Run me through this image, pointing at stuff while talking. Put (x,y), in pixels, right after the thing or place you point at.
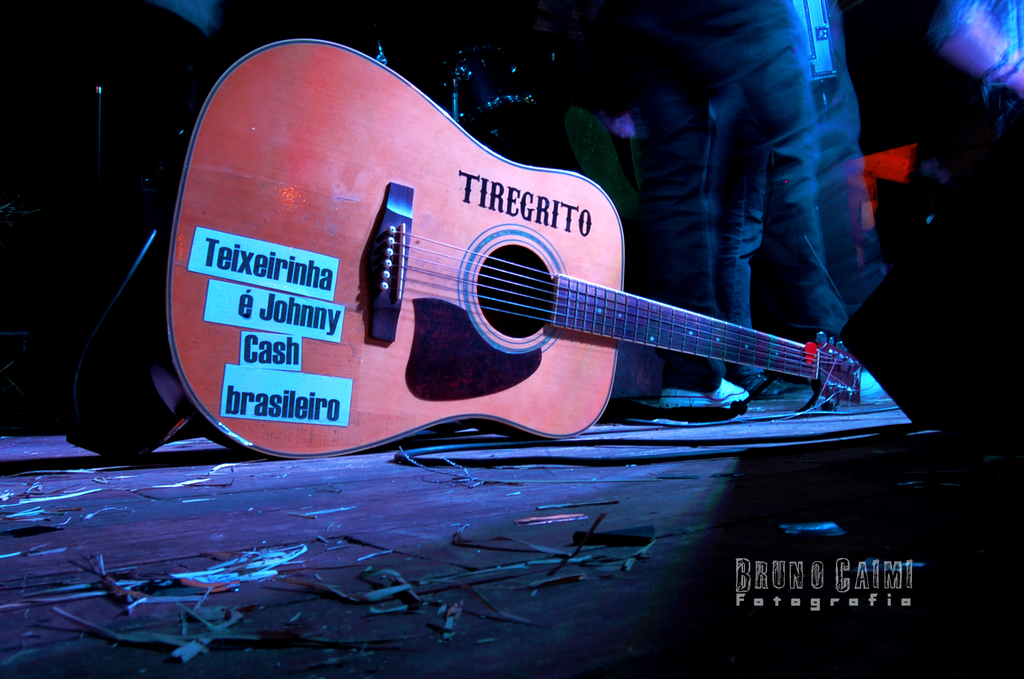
In this image I can see a guitar (583,374).
